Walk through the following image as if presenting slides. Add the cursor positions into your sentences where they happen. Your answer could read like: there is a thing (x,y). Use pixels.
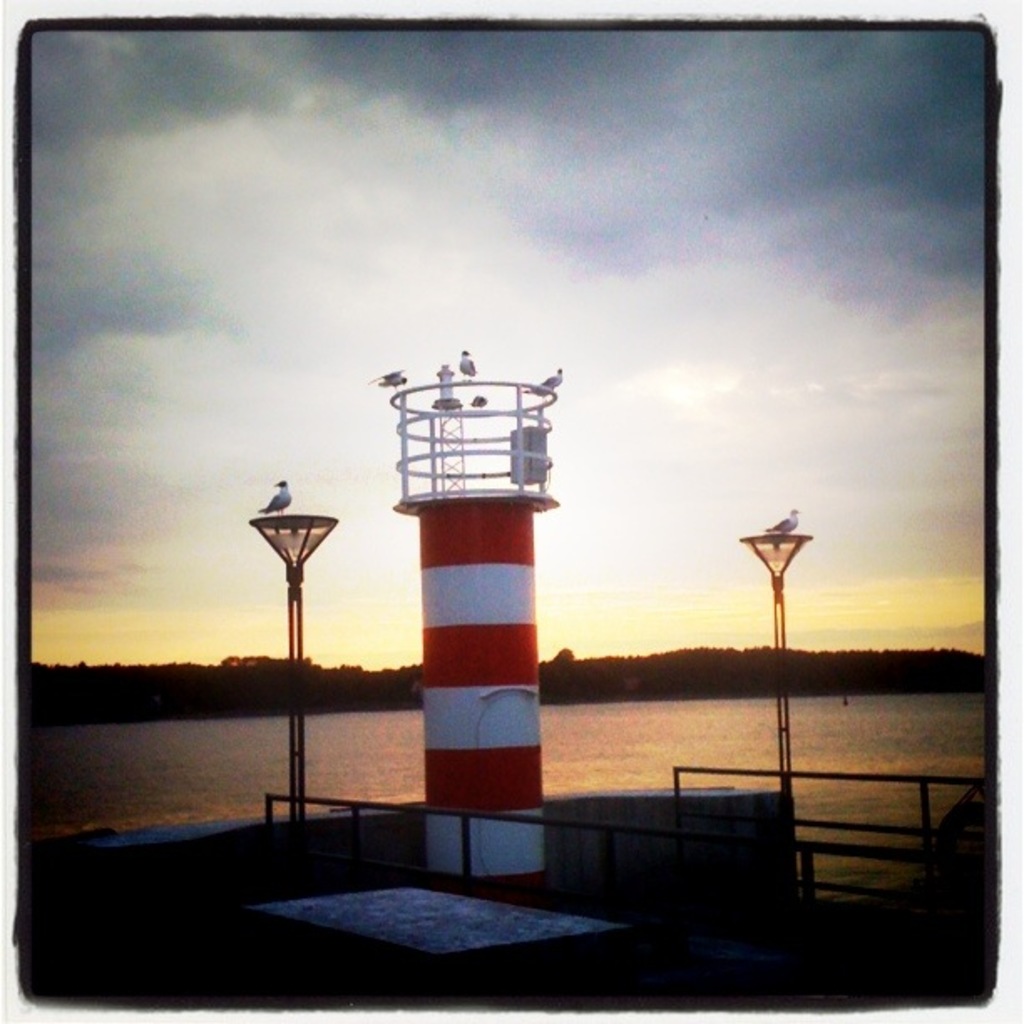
In this image I see a light house (502,615) and I see 2 pole (785,600) and I see birds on them and I see the railing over here. In the background (251,619) I see the sky (625,206) which is cloudy and I see the water (625,763) over here.
